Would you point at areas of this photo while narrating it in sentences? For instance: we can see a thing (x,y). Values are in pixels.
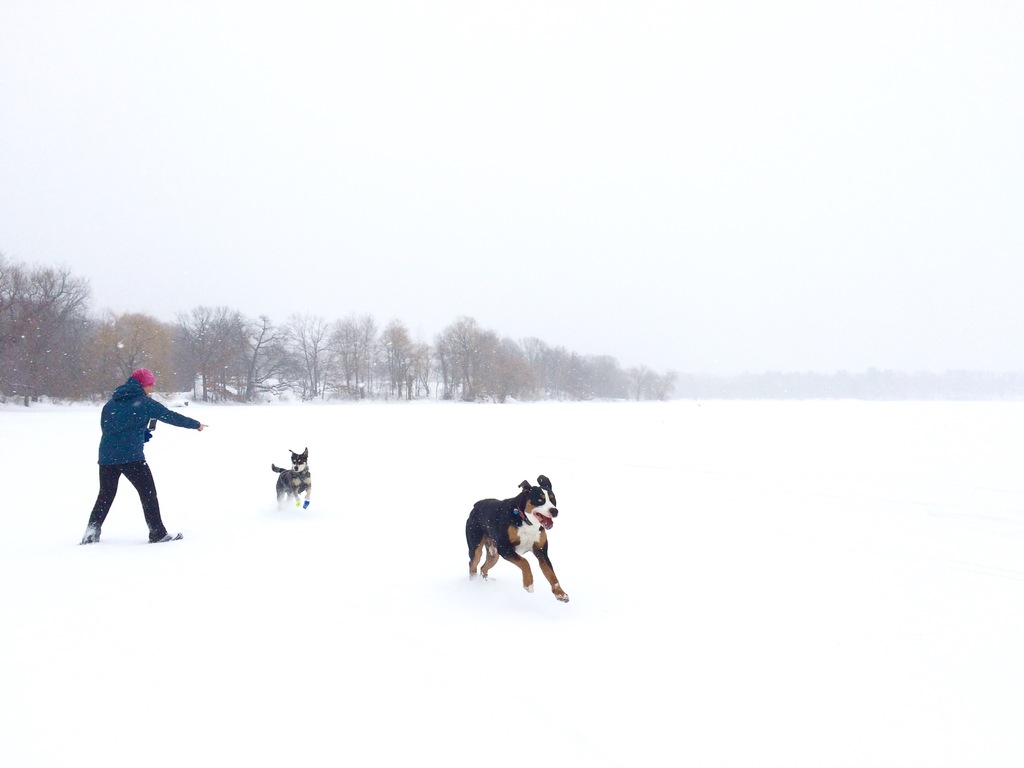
In this picture there are two dogs (285,489) and a lady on the left side of the image (125,440) and there is snow (26,451) at the bottom side of the image (703,636), there are trees (60,304) on the left side of the image (162,317).
